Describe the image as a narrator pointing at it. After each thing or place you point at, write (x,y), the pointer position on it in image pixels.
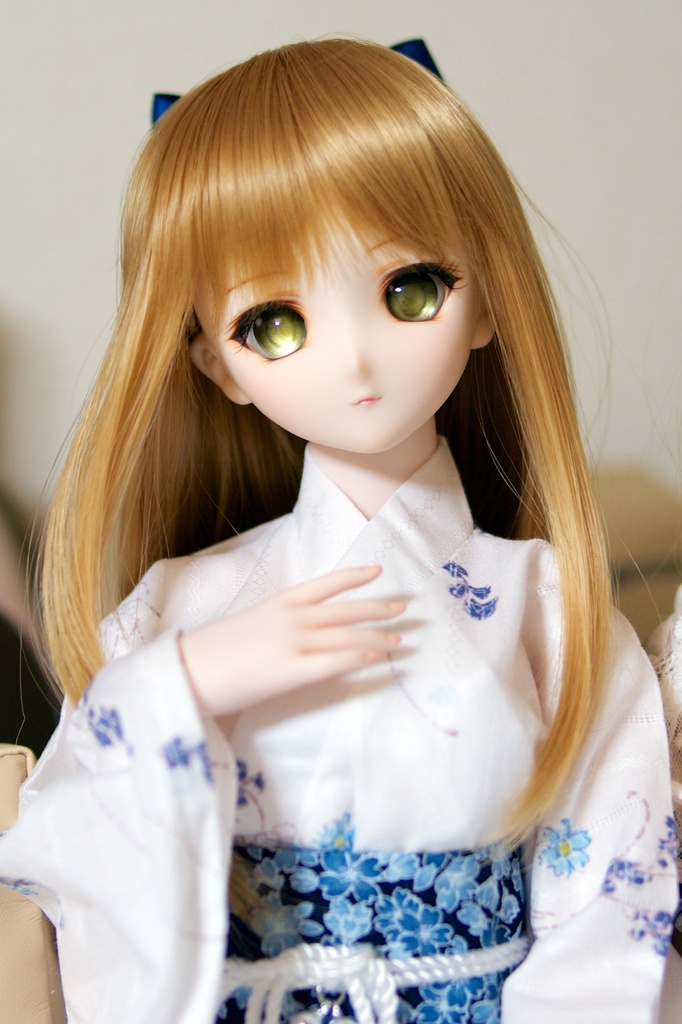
In this image there is a doll (358,464) and there are some objects (15,780). And at the background (41,117) it looks like blur.
